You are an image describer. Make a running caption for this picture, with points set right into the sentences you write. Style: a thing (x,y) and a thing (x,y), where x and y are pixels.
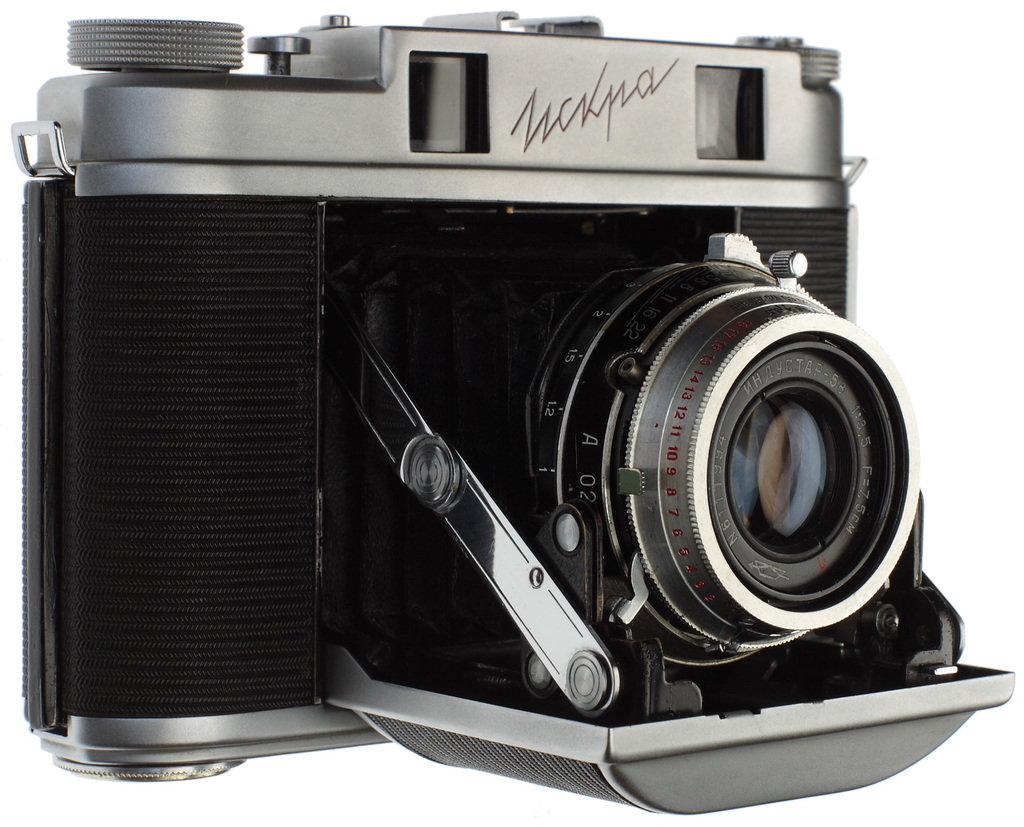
In this image we can see a camera (562,471).
